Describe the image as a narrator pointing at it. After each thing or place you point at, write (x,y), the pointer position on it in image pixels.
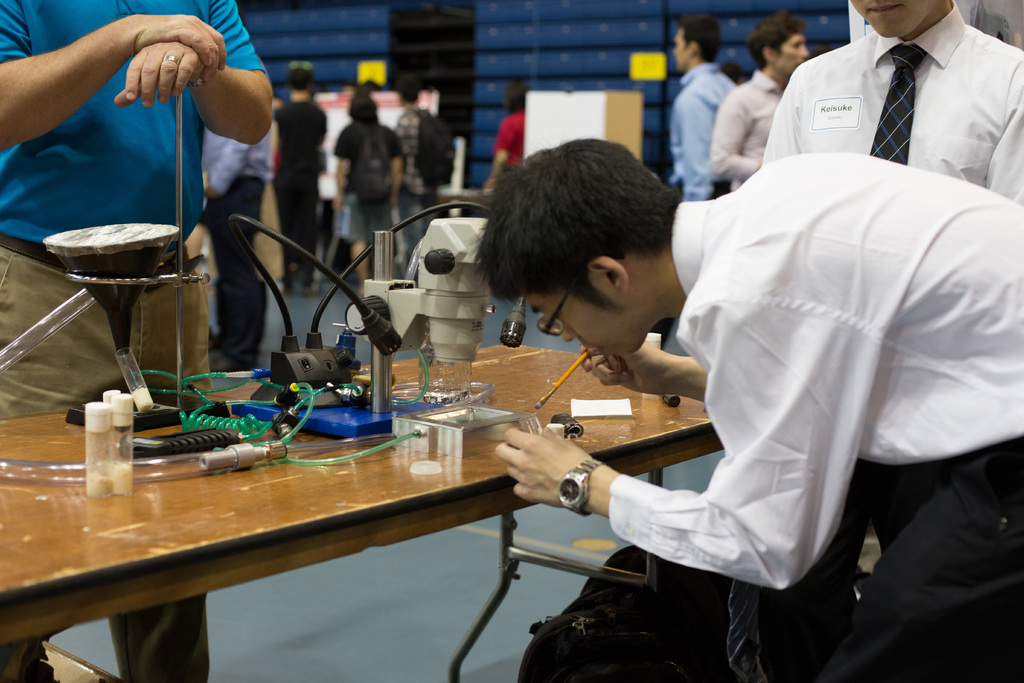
In this image two persons (781,303) are at the right side of the image (918,292) are wearing white shirt (1003,404). A person (598,287) who is bent towards the table (47,601) is wearing a watch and spectacles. Person (1022,188) behind to him is wearing a tie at the left side (11,212) there is a person (5,68) standing and keeping his hand (143,99) on the rod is wearing a blue shirt (190,180). On the table (301,467) there is a micro scope (385,418), few thin bottles (128,473) and wires (317,443) are kept on the table (16,492). At the background (289,287) there are few persons (803,38) in this image.
